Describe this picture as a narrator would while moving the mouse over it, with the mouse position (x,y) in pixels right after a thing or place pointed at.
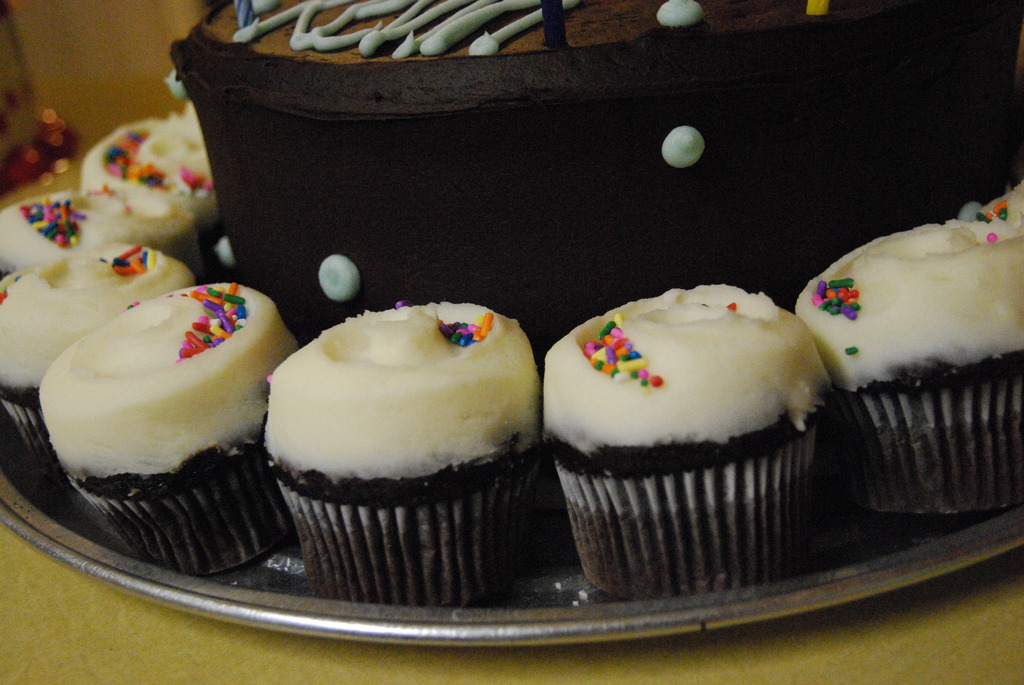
In this image we can see a cake (612,230) and few cake cups (412,407) on the plate (237,603). There is a plate (122,565) placed on the wooden surface (139,641). There are few objects (46,172) at the left side of the image (40,164).
